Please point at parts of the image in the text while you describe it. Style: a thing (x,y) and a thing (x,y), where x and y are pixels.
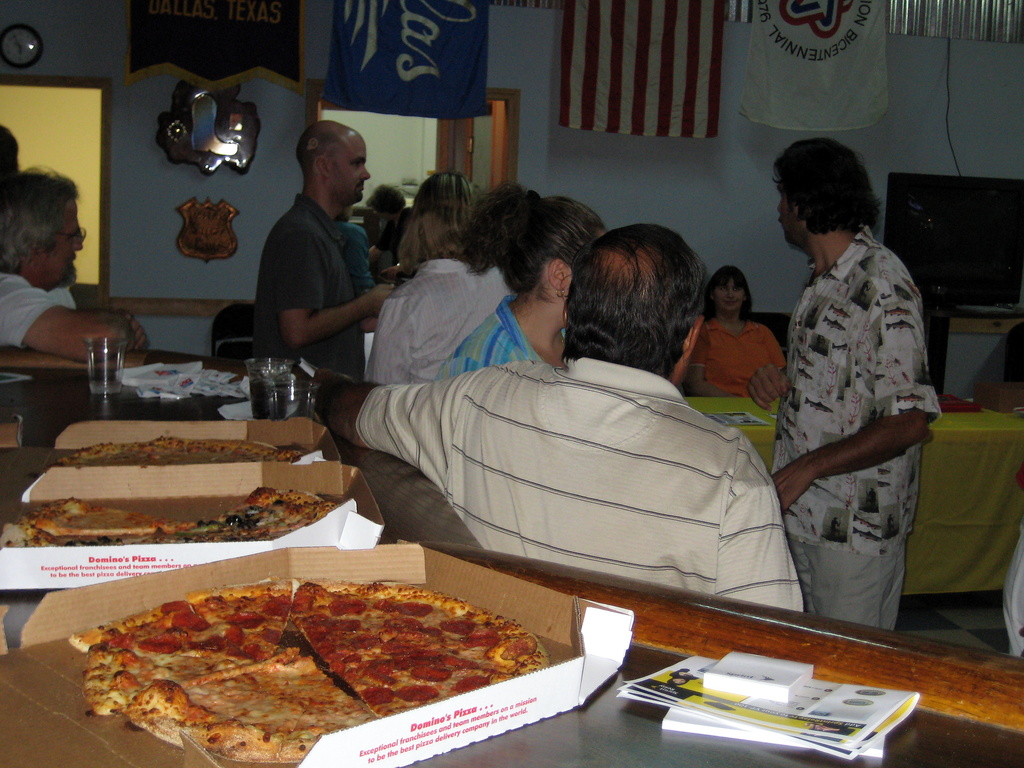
In this image, there are a few people (620,327). We can see some food items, glasses (97,350) and posters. We can also see a yellow colored object (983,448) with some posters (739,412) on it. We can also see the ground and the wall (495,24) with some objects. There are a few flags (257,10) at the top (587,43). We can also see a black colored object (909,186) on the right (944,189).
